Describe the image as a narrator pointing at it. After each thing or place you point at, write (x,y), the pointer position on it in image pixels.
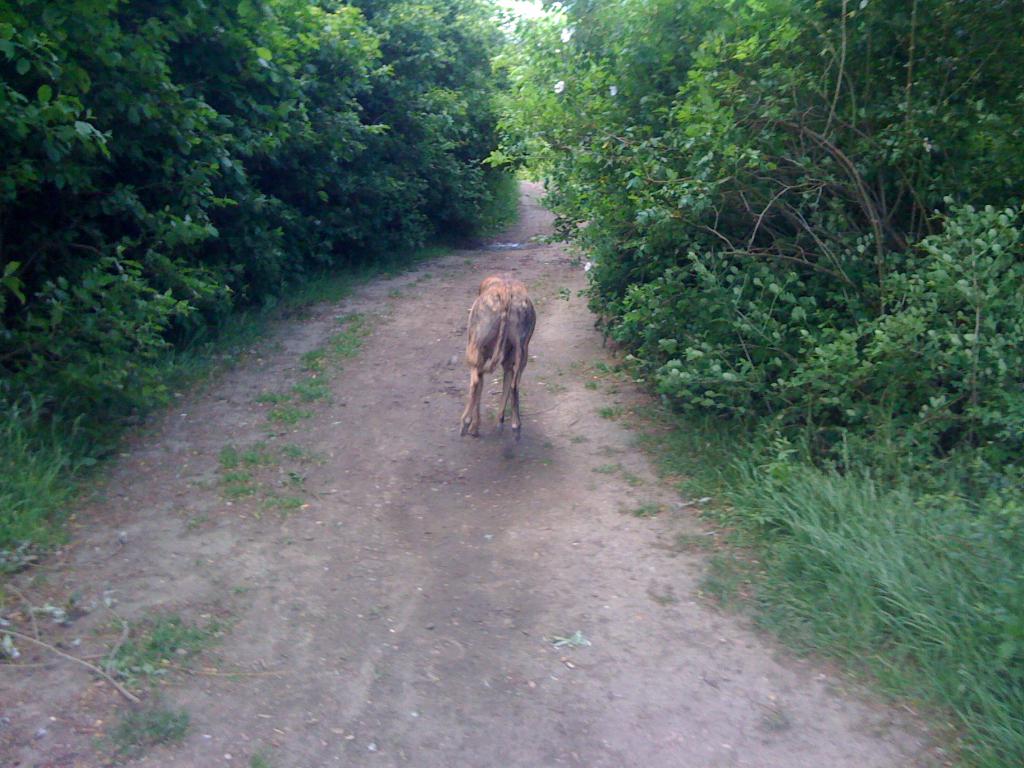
In this image, we can see a path (410,506) in between trees (440,26) and plants (8,332). There is an animal (479,415) in the middle of the image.
